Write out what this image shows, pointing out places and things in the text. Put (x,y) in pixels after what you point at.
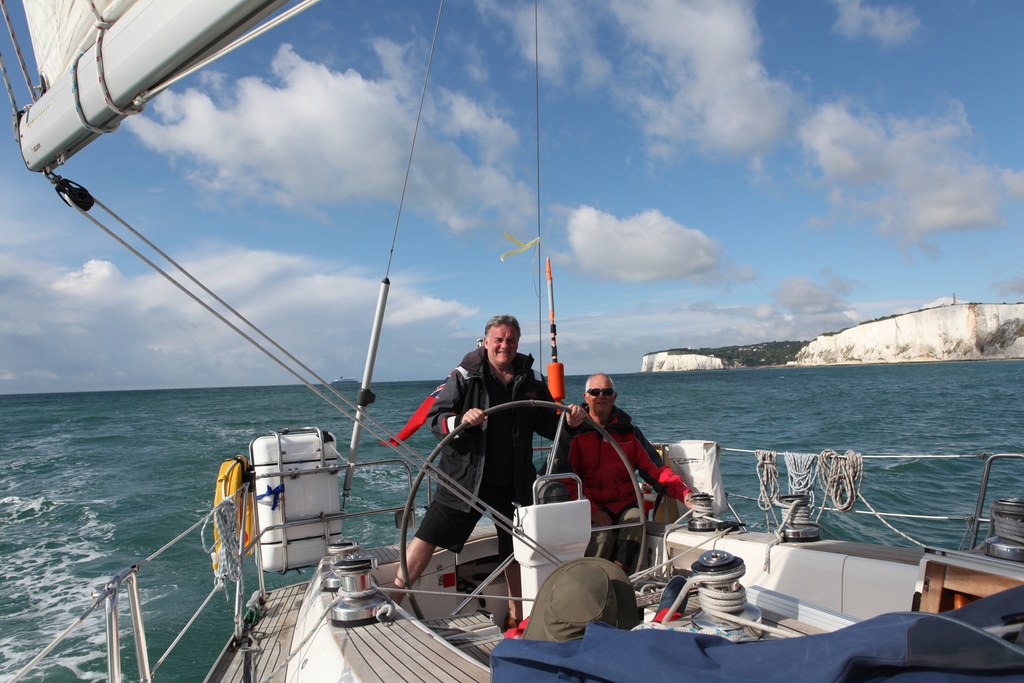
Sky (727,157) is cloudy. These two people (479,449) are on a boat (761,567) and one is holding a wheel (530,402). Background (980,373) there is water (888,469). Here we can see ropes (772,481) and things (697,467).
